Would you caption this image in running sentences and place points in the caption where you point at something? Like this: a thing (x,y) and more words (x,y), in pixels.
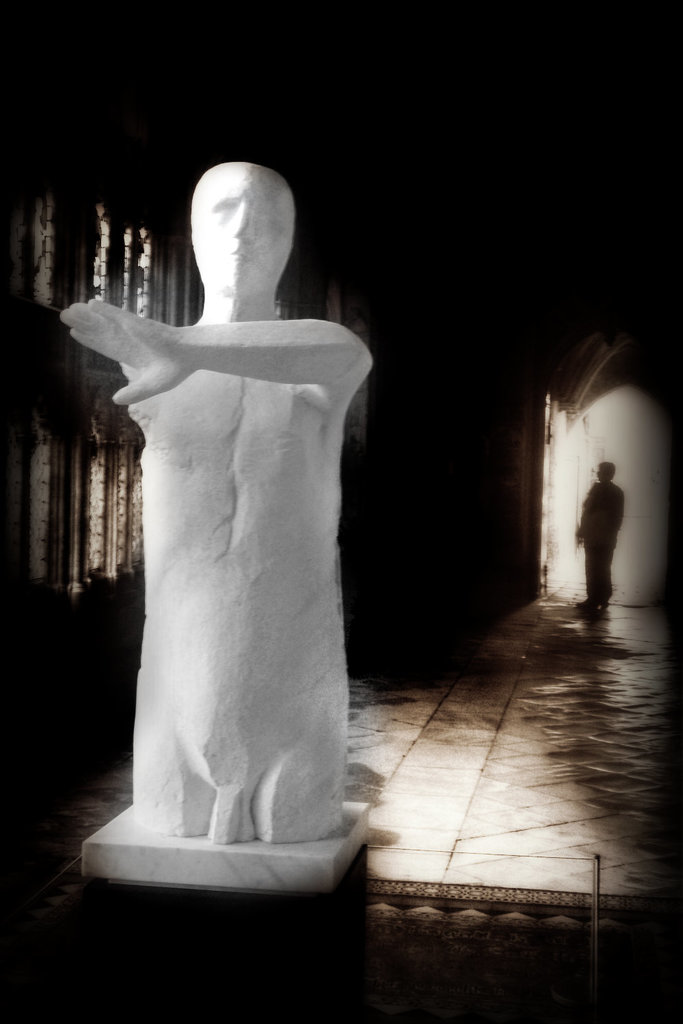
On the left side of the picture (211,591) there is a white color sculpture (188,448), behind the sculpture (242,472) there are windows (143,254). In the background (597,513) there is a person (588,521) standing it is not clear.
